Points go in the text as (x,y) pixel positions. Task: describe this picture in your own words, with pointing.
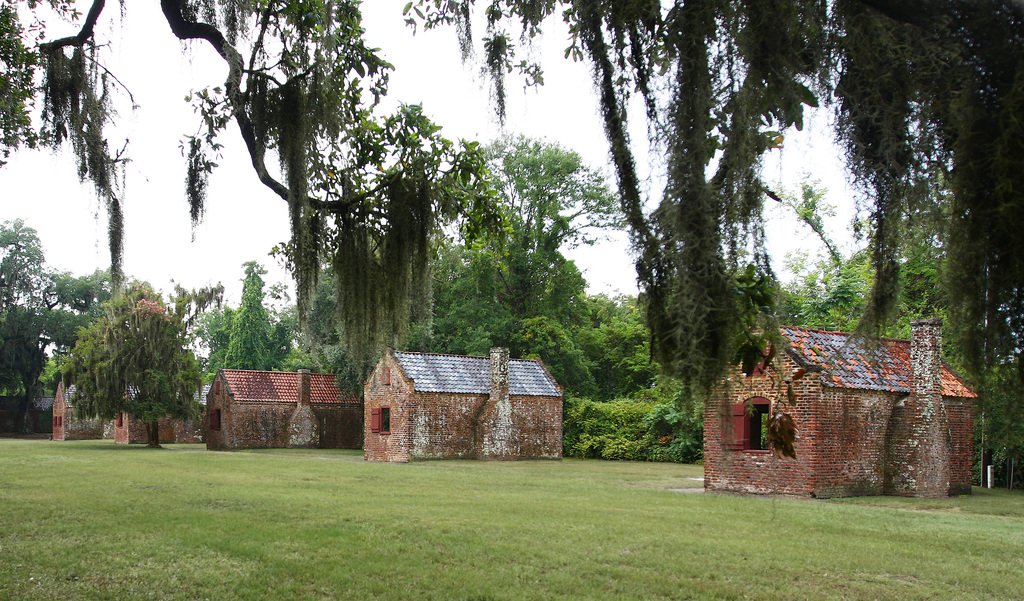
In the center of the image (541,367) there are sheds (471,390). At the bottom (177,492) we can see grass (757,541). In the background (786,289) there are trees (476,145) and sky (247,185).
